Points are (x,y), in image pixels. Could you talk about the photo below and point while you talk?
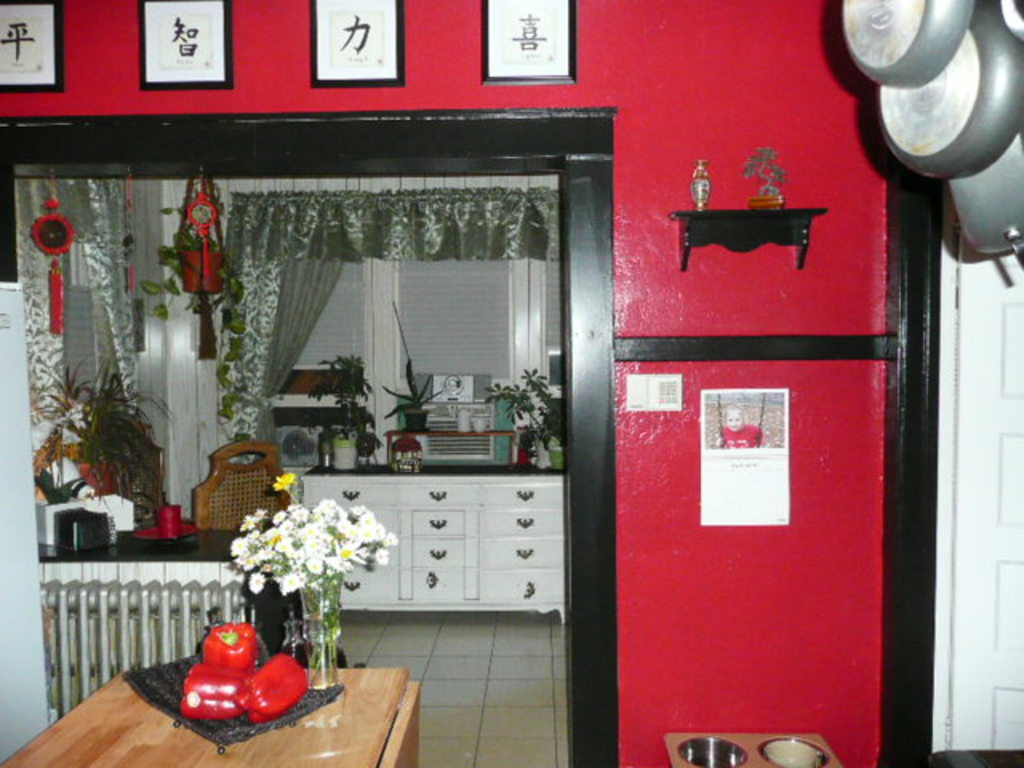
This picture is taken in a room (585,527). Towards the left corner (312,733) there is a table (390,706), on the table (269,749) there are vegetables (266,677) and flower vase (323,681). behind that table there is another table (58,555), on that there is a cup (160,519), saucer (146,533), plants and a chair (232,510). In the background (335,472) there is a shelf (365,464), on the shelf (332,489) there are group of plants (363,409), window (359,351) and curtain (413,232). In the left top (149,72) there are frames (150,16) with some text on it. Towards the right top (913,64) there are vessels (880,53) hanged and towards the right corner (978,499) there is a door (958,663).
